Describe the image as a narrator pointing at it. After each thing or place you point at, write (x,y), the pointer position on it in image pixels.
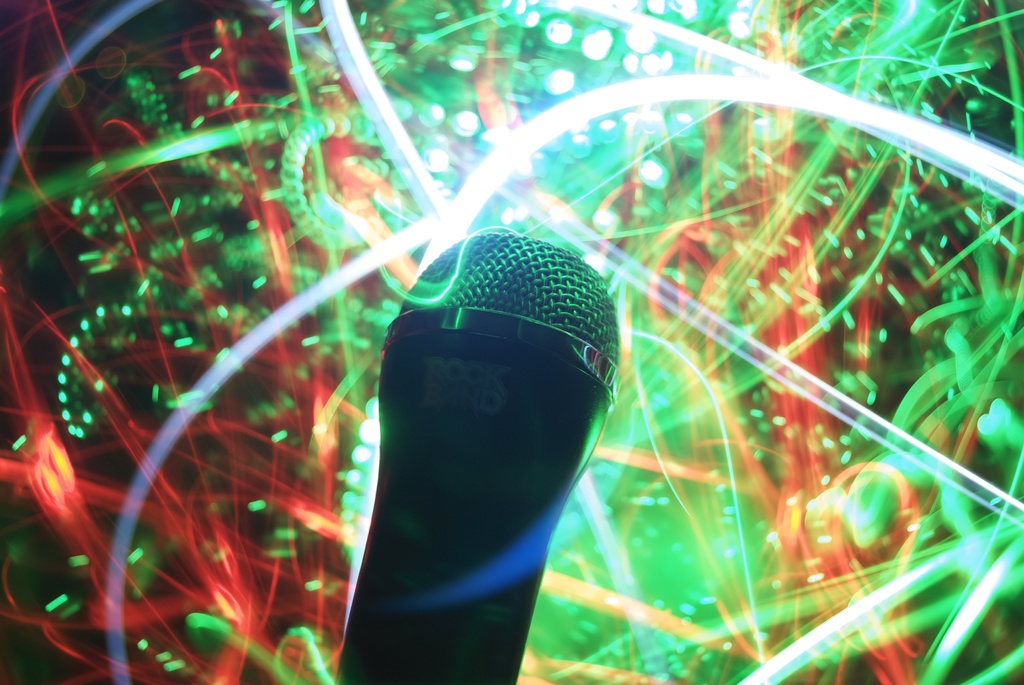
In the center of the image (552,326) there is a mic (552,326). In the background of the image (582,483) we can see lights (353,322).
